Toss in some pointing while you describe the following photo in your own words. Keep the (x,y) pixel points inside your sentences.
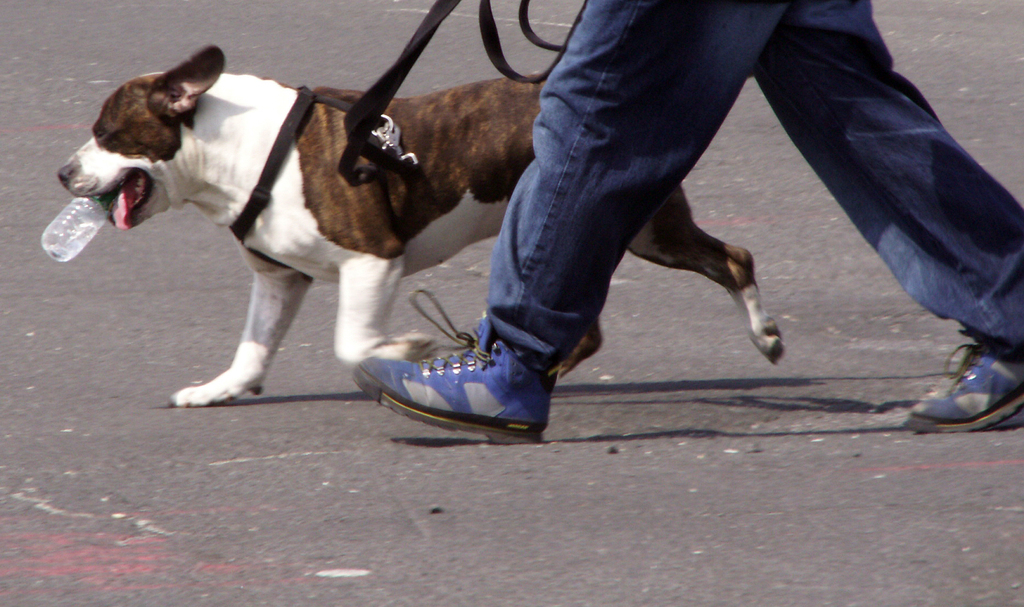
In this image we can see a person (617,32) is walking on a road (334,375), and holding a dog (201,164) in the hand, there is a bottle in the dog mouth (125,209).
